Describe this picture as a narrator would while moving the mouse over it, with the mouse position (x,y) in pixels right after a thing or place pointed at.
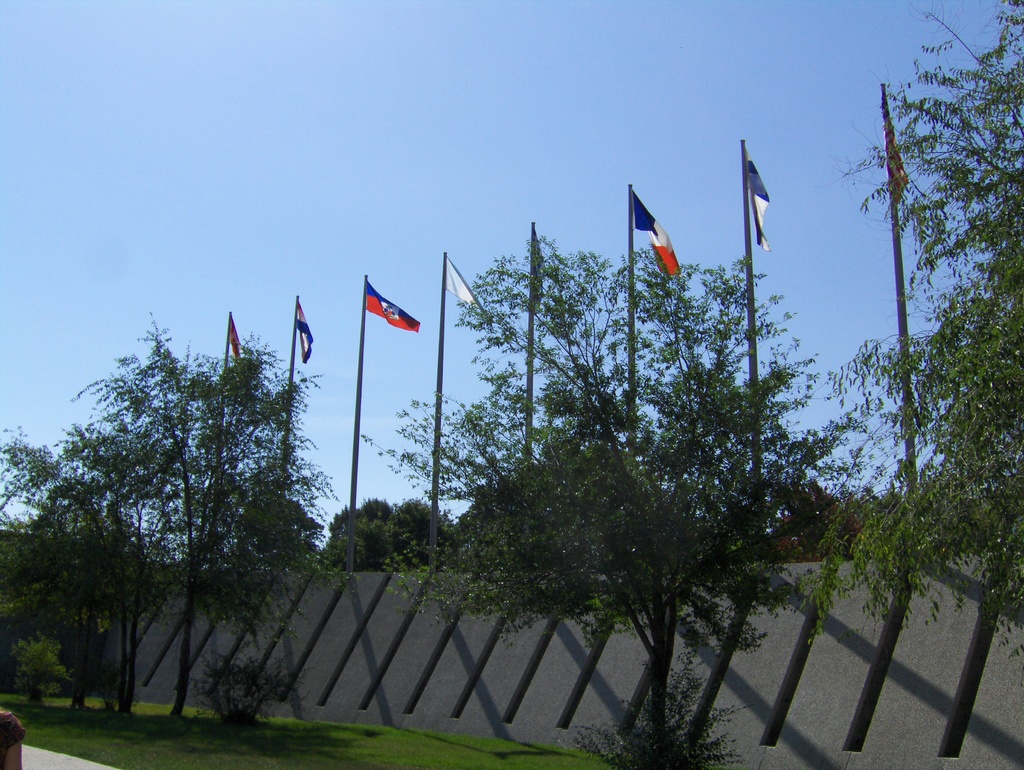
In this image, we can see a wall (321,627) and some flags (238,351) in between trees (633,502). In the background of the image (284,135), there is a sky (295,128).
